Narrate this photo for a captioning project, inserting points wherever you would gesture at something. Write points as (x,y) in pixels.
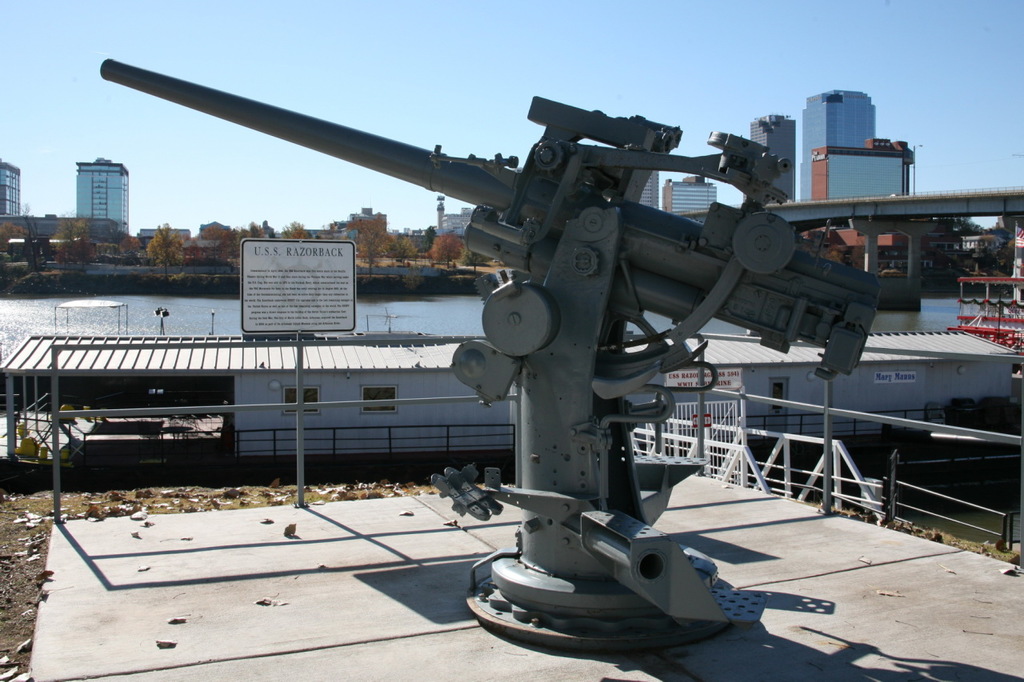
We can see naval gun (557,367) on the surface (147,654), rods (272,438), railings (751,434), boards (335,272), poles (1022,485) and shed (749,419). In the background (419,316) we can see water (428,306), bridge (825,209), buildings (15,203), trees (391,244) and sky (415,46).
